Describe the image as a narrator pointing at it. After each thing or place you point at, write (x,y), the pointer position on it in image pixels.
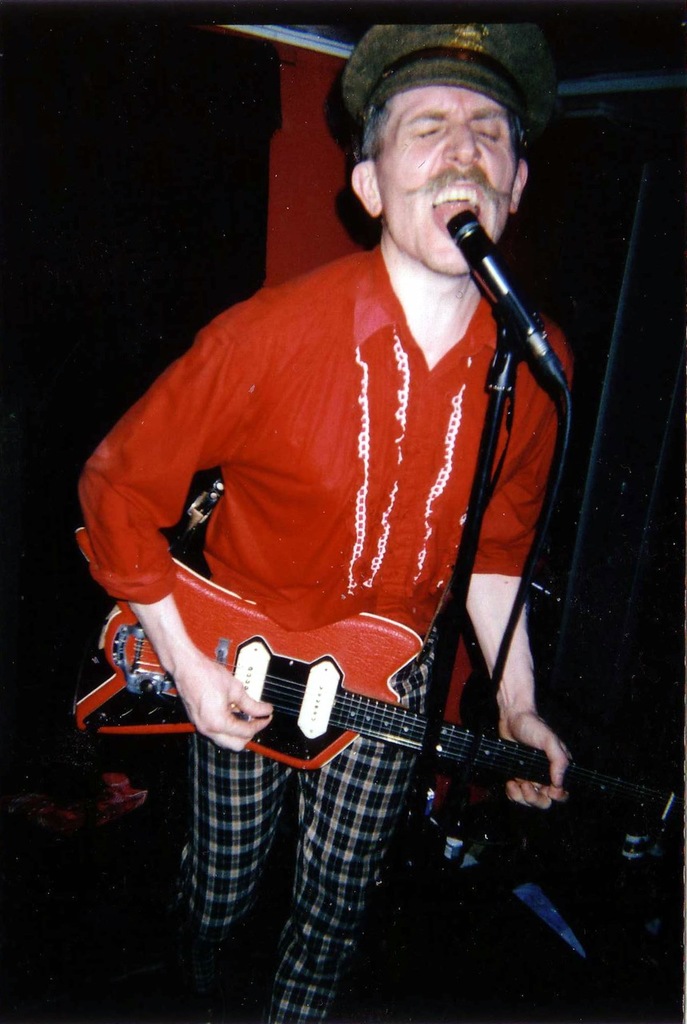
In this picture we can see a man (355,355) holding guitar (352,651) and singing, there is a microphone (525,314) in front of him we can see a microphone stand (429,761) here.
